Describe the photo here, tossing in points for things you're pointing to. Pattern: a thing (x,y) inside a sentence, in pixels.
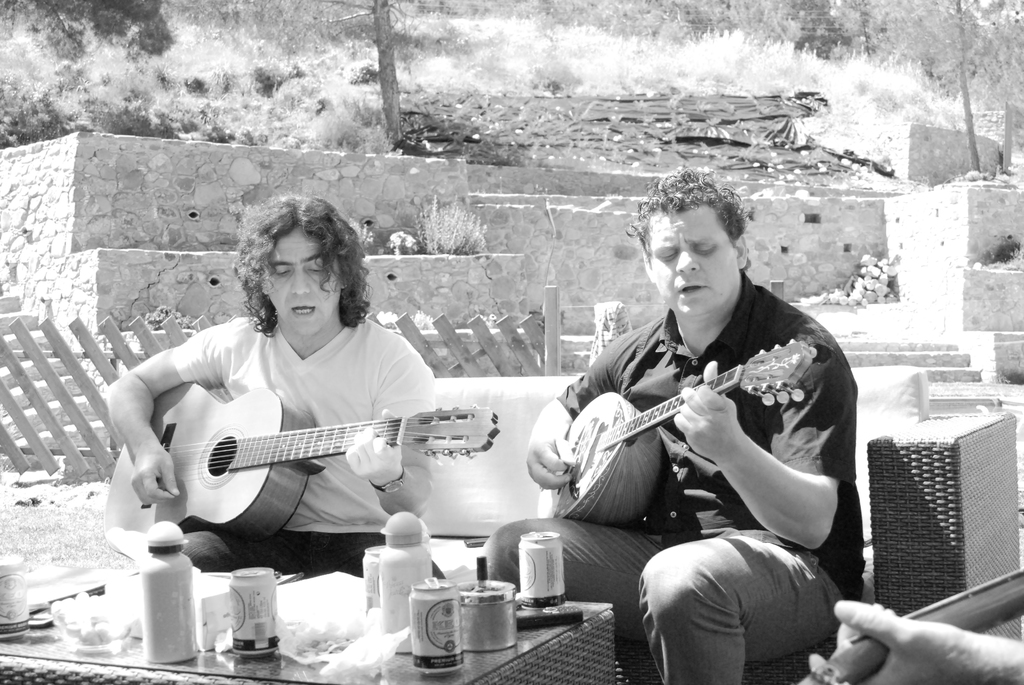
In this picture a man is sitting and playing a guitar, another man (711,647) is sitting and playing a mandolin (574,429) and in the table (599,658) there are tin (533,594), phone (557,611), jar (505,613), tissues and at the back ground (761,6) there is grass (711,73), trees (981,83), walls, wooden fence (84,343).
